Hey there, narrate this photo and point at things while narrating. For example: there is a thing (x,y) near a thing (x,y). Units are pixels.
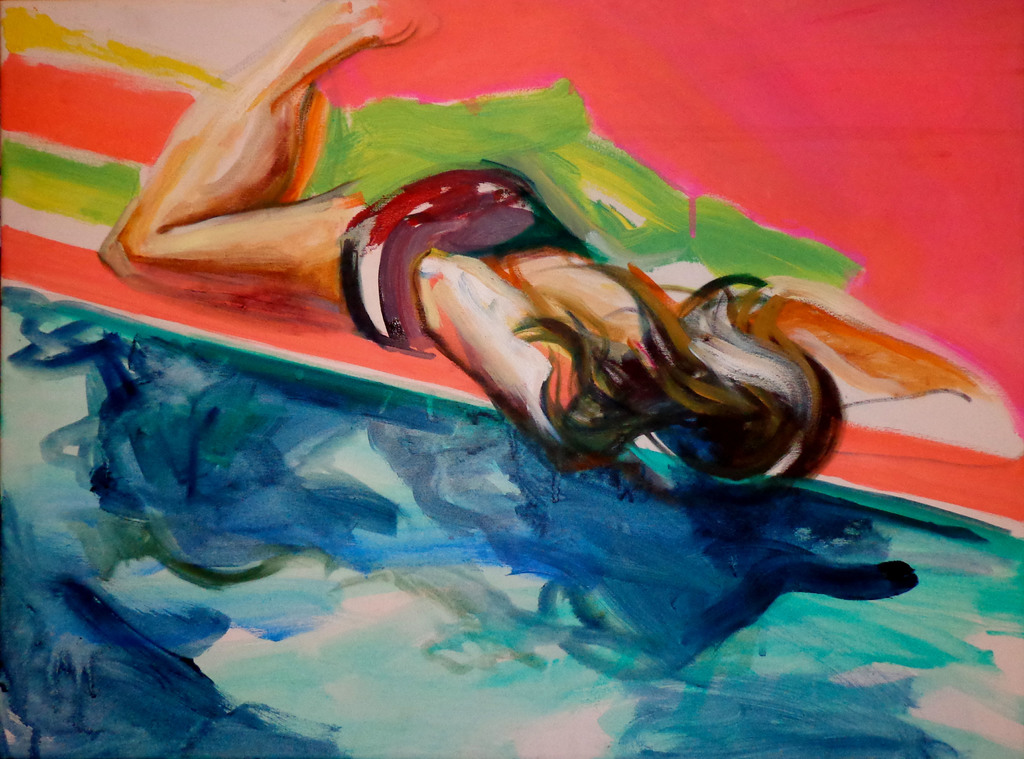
This is a painting, this is a person (520,349).
